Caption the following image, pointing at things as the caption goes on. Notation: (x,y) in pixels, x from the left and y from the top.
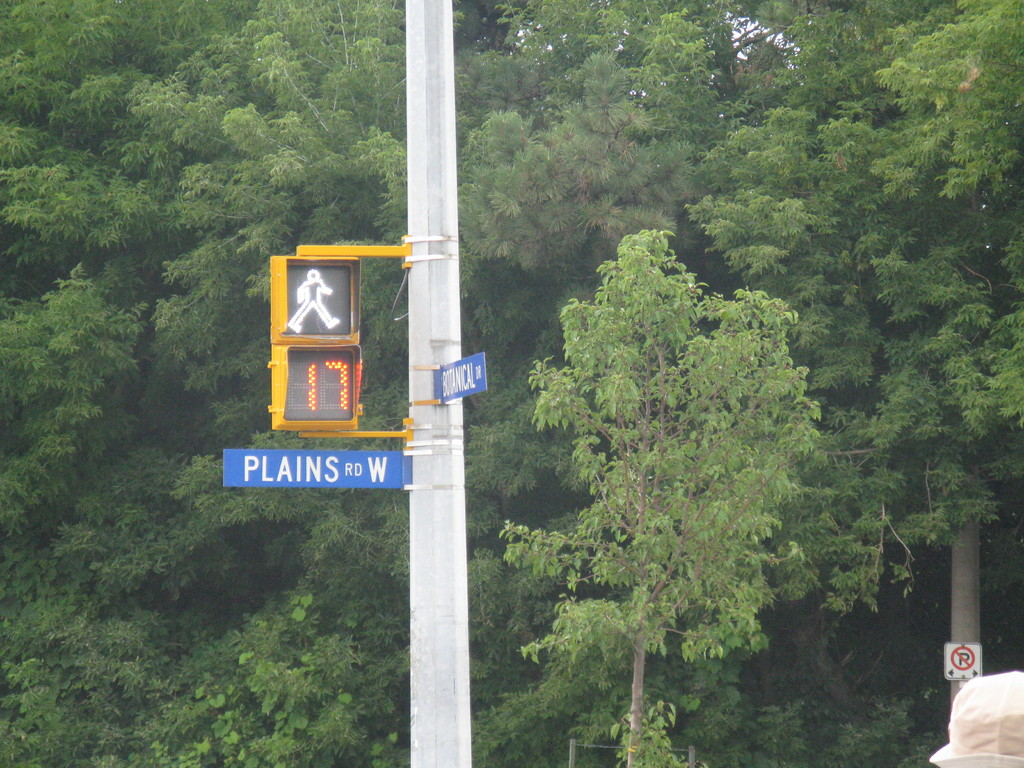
In this picture we can see a name board (258,464) and a traffic signal (352,371) attached to a pole (424,156), signboard (947,674), cap (1023,727) and in the background (215,514) we can see trees (747,277).
